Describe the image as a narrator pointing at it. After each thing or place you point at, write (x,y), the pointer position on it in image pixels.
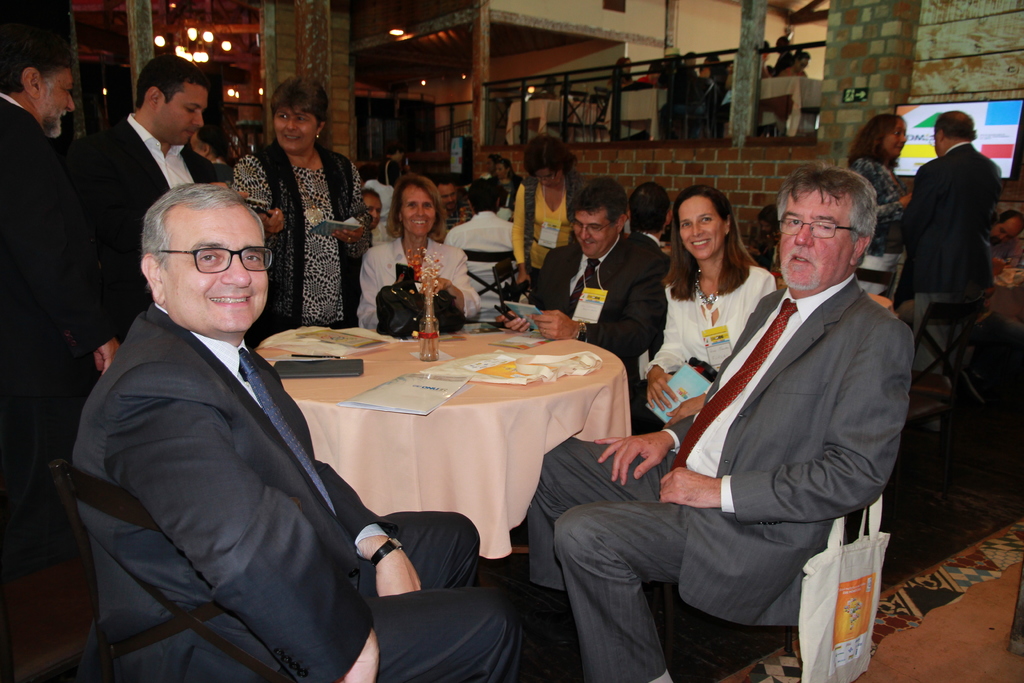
As we can see in the image there is a brick wall (839,90), screen (974,105), few people (86,281) here and there and there are chairs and tables (496,439). On table (461,415) there are papers (449,381), tablet (336,365) and flower flask (427,340). On the right side (857,650) there is a cover (869,608).
